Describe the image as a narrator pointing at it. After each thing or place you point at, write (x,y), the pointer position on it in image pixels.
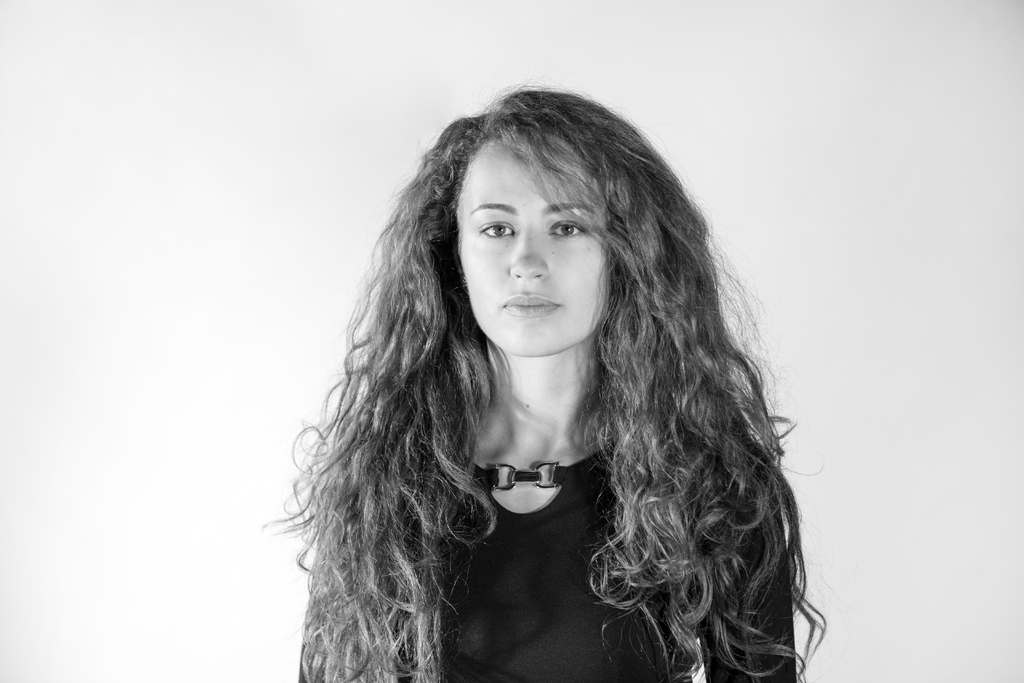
In the foreground of this picture (533,396) we can see a person (422,541) wearing black color dress (530,547). The background of the image (871,147) is white in color.
